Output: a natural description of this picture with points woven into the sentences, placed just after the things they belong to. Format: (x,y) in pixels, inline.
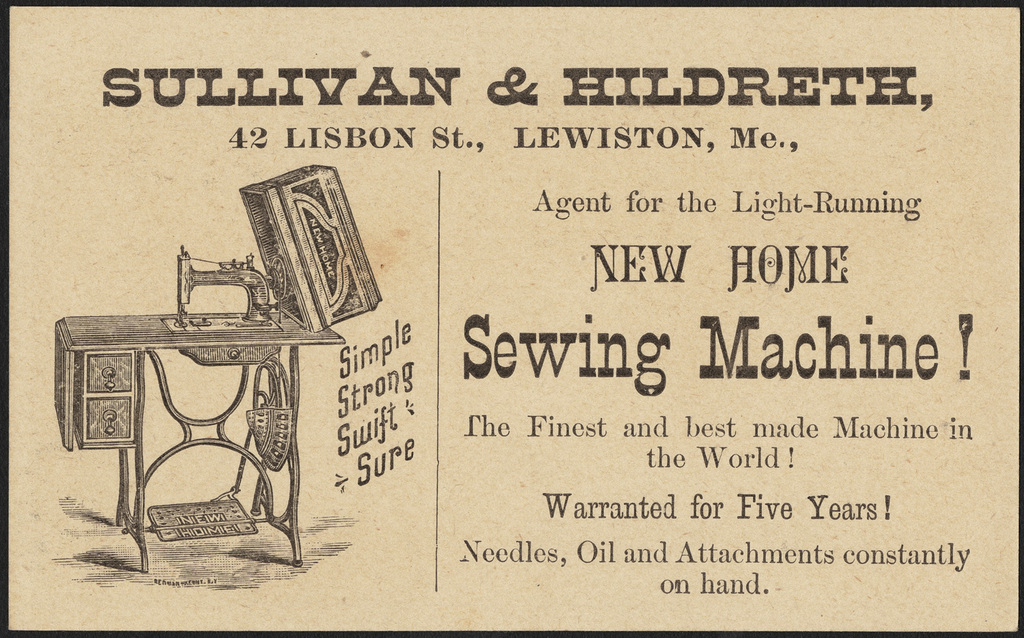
In this image we can see a paper (443,166) on which there is a picture (112,418) of a sewing machine (269,504) and something written.
